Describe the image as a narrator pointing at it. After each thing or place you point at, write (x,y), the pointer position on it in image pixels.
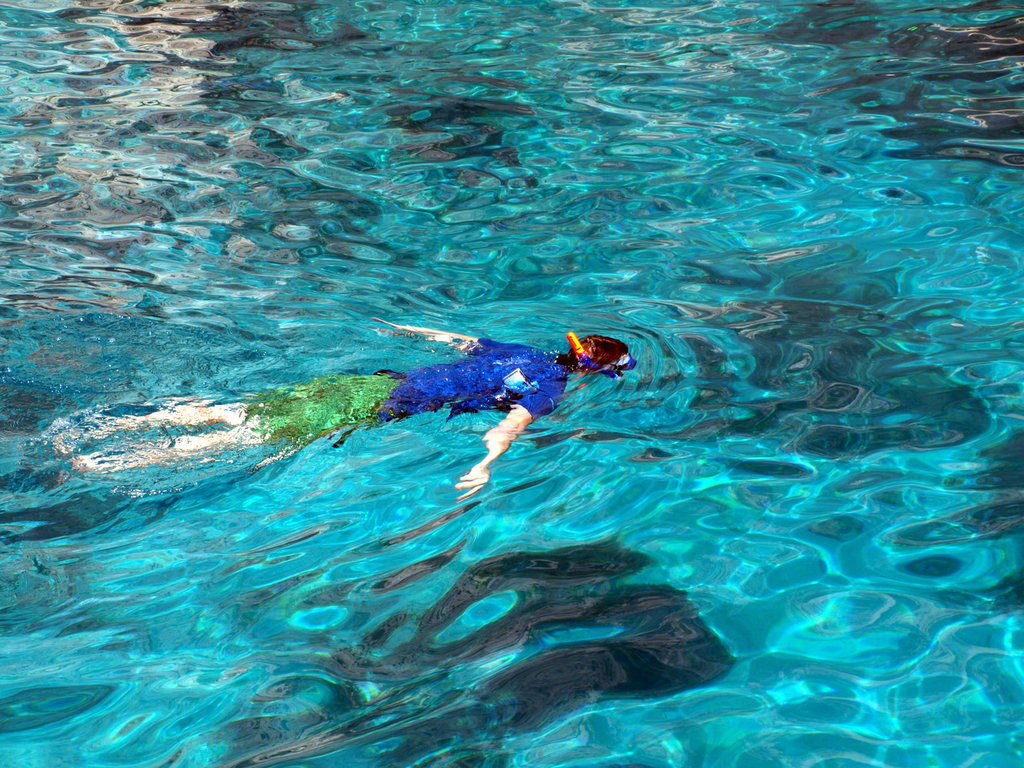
This picture looks like a human (447,340) swimming in the water (346,363).
